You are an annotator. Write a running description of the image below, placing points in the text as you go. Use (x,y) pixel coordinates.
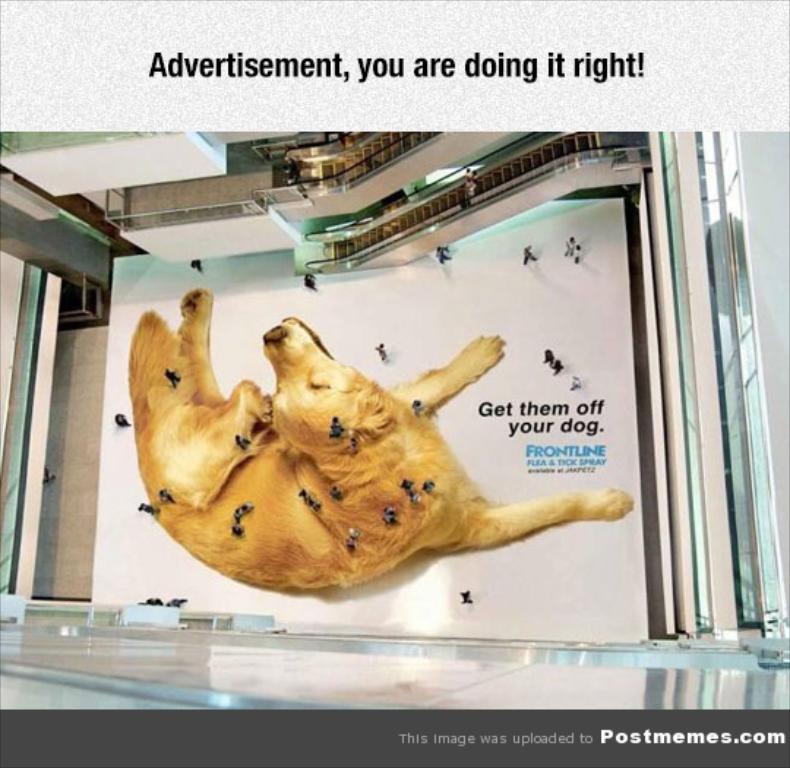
In this picture we can see a floor (491,447), on the floor (529,456) we can see the picture of a dog (381,576), people (313,504) and in the background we can see escalators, some objects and we can see some text (515,428) on it.
